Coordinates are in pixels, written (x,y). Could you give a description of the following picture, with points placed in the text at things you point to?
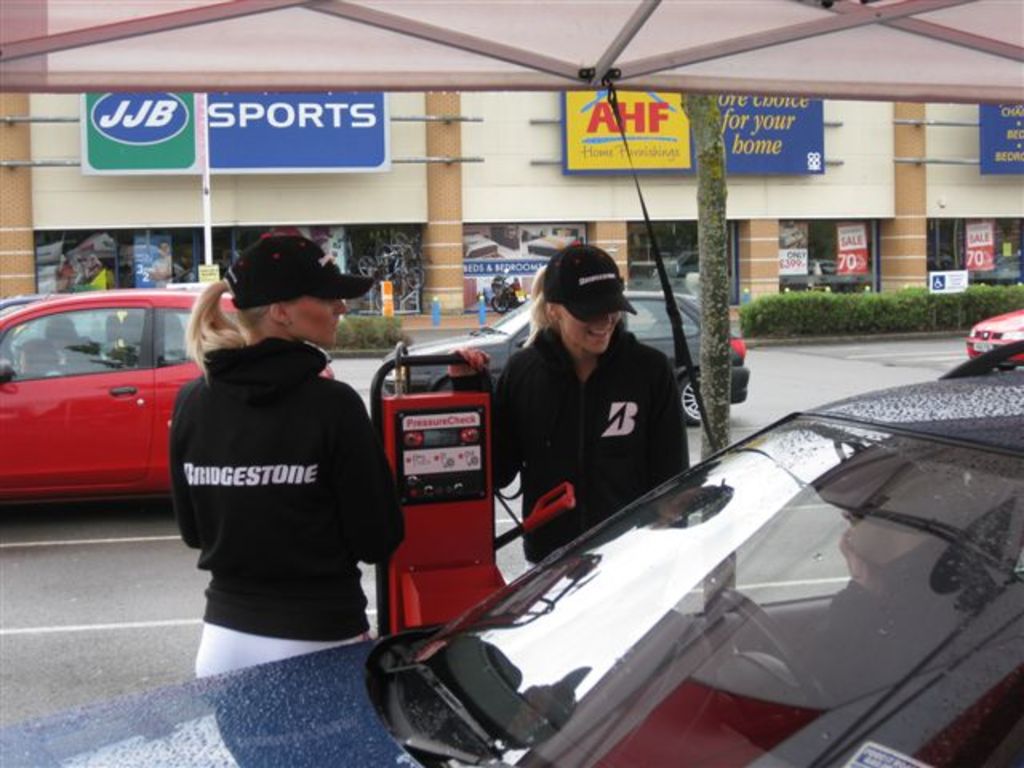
I can see in this image two women (341,485) are standing on the road (16,651). I can also see there are few cars (778,537) on the road (7,642) and a building (431,231).
